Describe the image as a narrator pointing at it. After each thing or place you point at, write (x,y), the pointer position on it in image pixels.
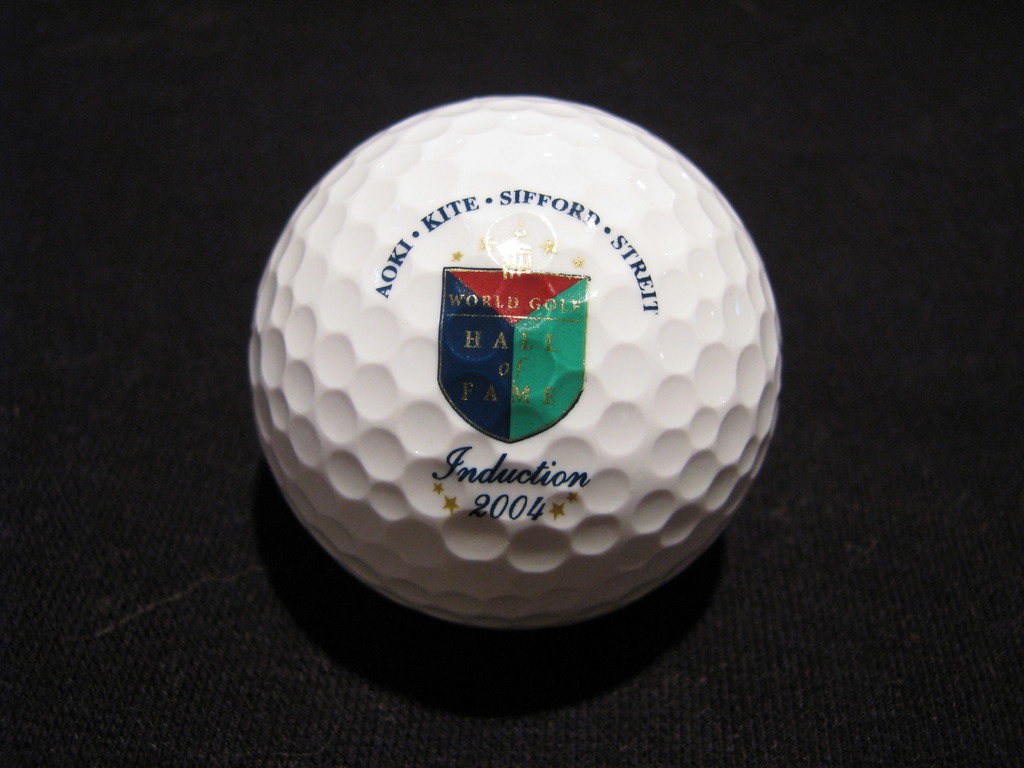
In this image Center there is a ball (567,329) with some text (550,480) and numbers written on it.
